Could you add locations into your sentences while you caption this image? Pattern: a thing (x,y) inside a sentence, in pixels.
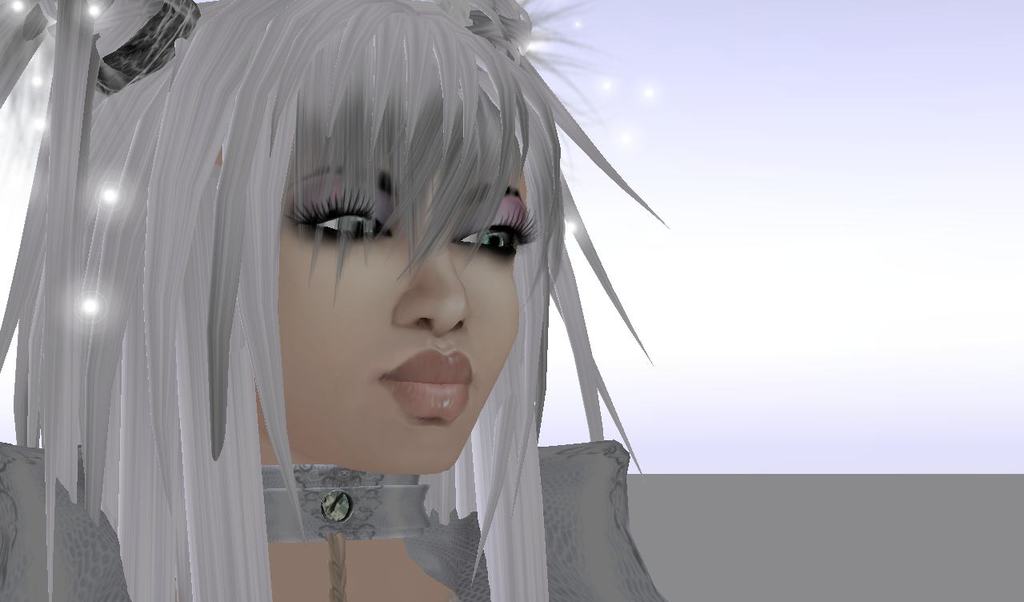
In this picture it looks like an anime image of a girl (357,356) with white hair (293,132) and grey dress (614,530). The background is white.
